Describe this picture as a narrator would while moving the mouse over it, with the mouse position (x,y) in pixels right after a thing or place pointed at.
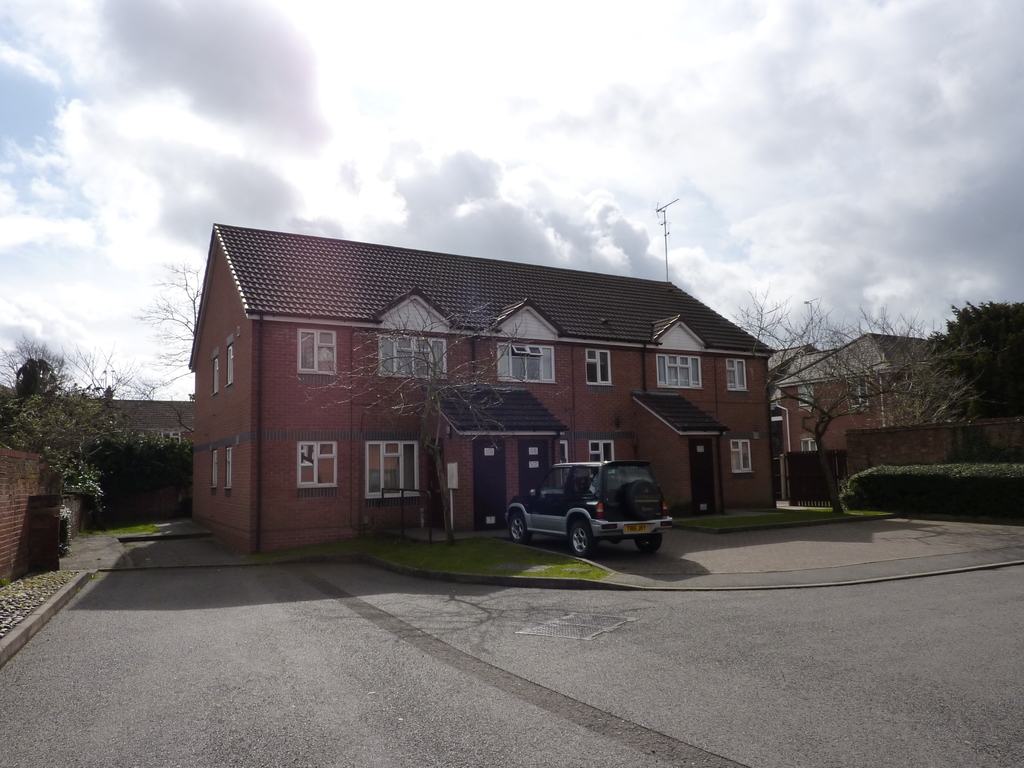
In this image I can see a house (531,415). A car (634,461) in front of the house (684,459). I can see trees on both sides of the house (671,469) and another tree (446,522) in front of the house (365,344). I can see other buildings (876,395) on the right hand side of the image (785,381). I can see an electric pole (665,230) at the top of the house (512,379). At the top of the image (728,64) I can see the sky (447,126).
